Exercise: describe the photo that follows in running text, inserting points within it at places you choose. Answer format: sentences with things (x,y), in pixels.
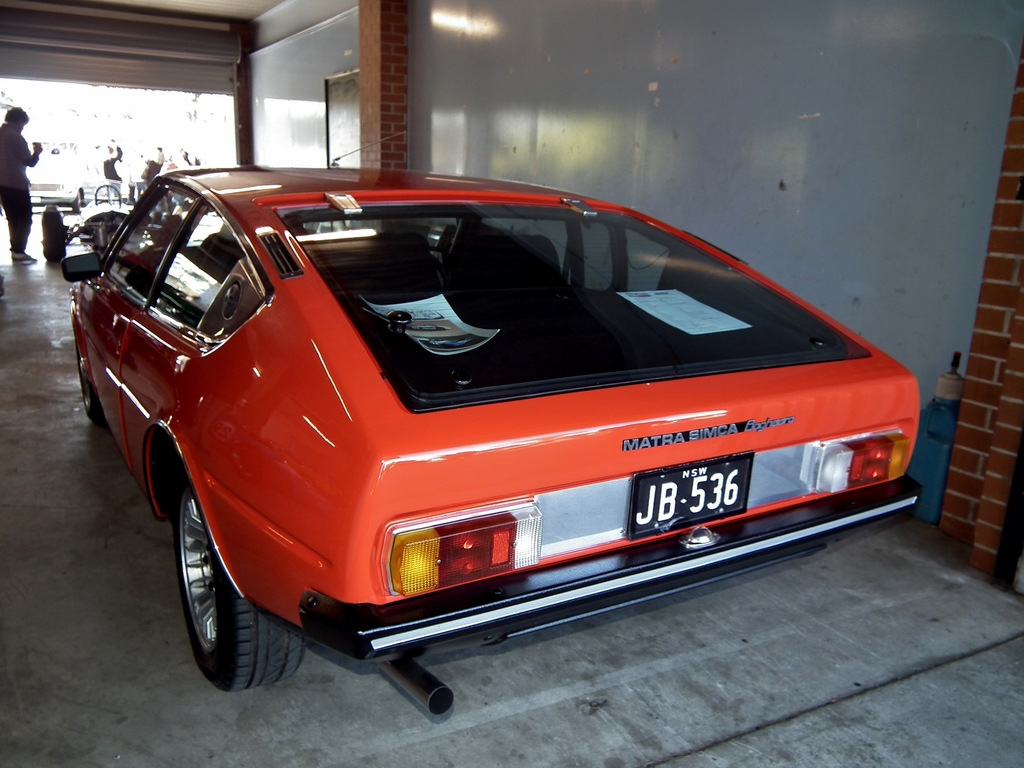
In the center of the image (421,499) we can see a car (315,475) with a number plate (645,511). And we can see the papers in the car (600,379). In the background (662,159) there is a wall (477,114), shutter (209,42), people (12,234) and a few other objects (41,184).
